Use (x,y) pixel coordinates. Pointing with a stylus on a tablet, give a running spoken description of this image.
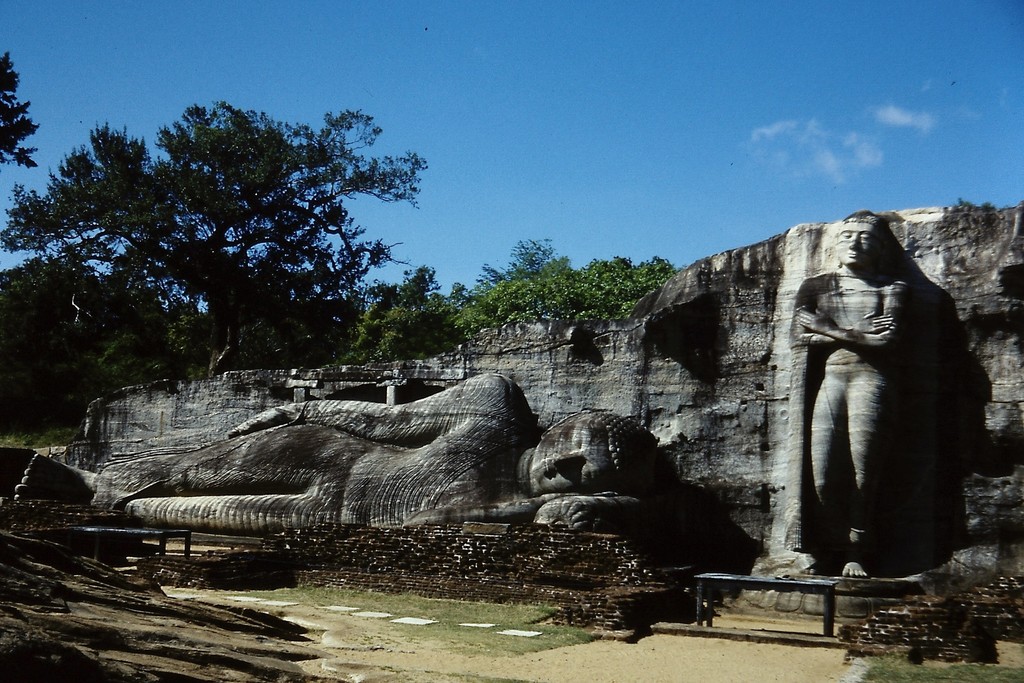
In this picture we can see two stone statue (219,511) In the front (448,511) there is a Buddha statue (207,502) lying on the ground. On the right side (826,330) there is a another statue (825,350) which is standing. Behind there is a rock mountain (480,345) and some trees (129,306).
